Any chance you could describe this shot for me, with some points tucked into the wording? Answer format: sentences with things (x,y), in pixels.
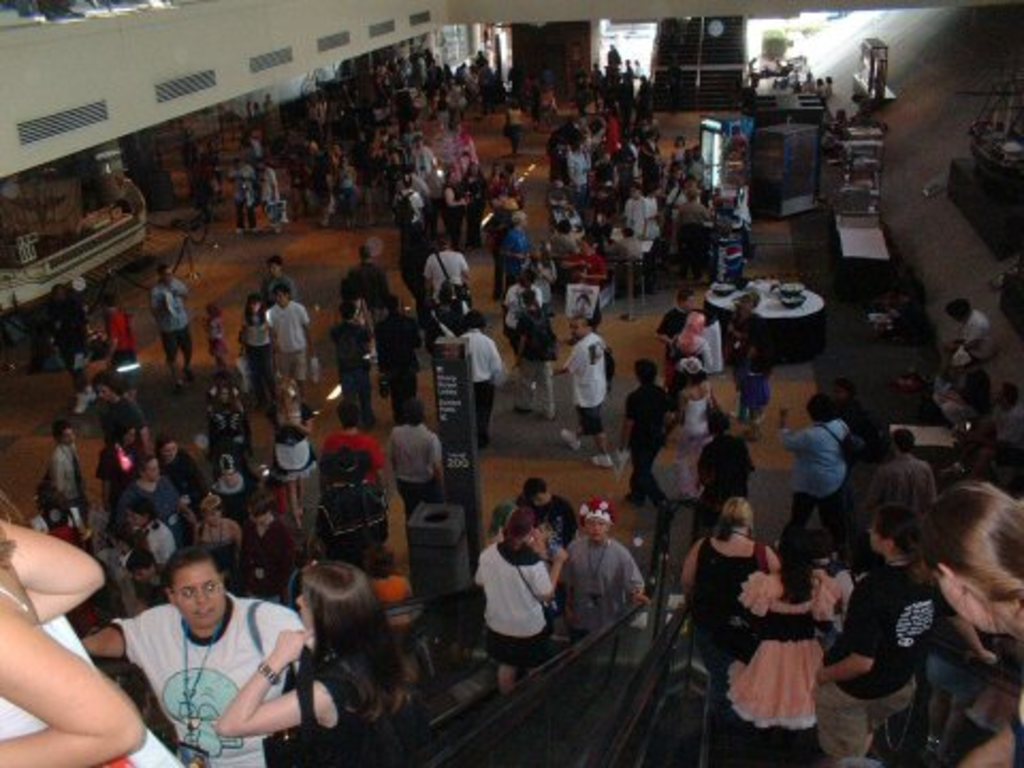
This picture is taken inside the room (883,304). In this image, we can see a group of people (250,321), table (802,315). On that table (779,324), we can see some bowls (796,293). On the right side (800,116), we can see some electronic gadgets (877,165). On the left side (181,80), we can see air conditioner (57,130). In the right corner (978,497), we can see a woman (967,517).
